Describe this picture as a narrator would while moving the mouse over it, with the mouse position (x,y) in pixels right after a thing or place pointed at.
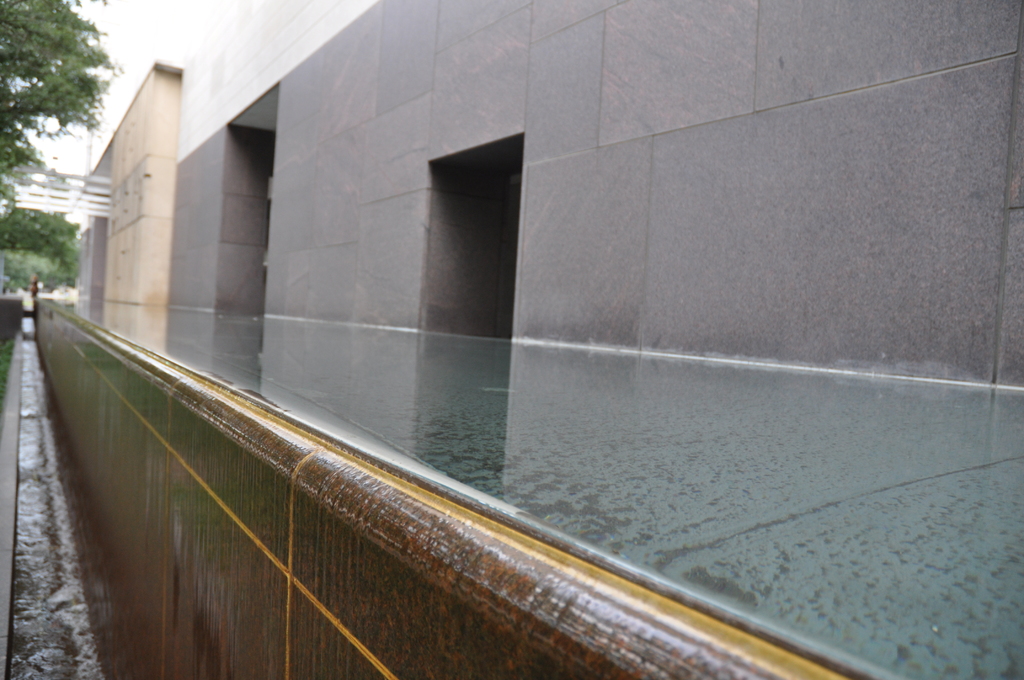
In the foreground of this image (487,604), there is a water pool (415,422) beside it there is the wall (328,131) of building (149,171). On the left (13,55), there are trees (39,263) and the drain space (43,462).
